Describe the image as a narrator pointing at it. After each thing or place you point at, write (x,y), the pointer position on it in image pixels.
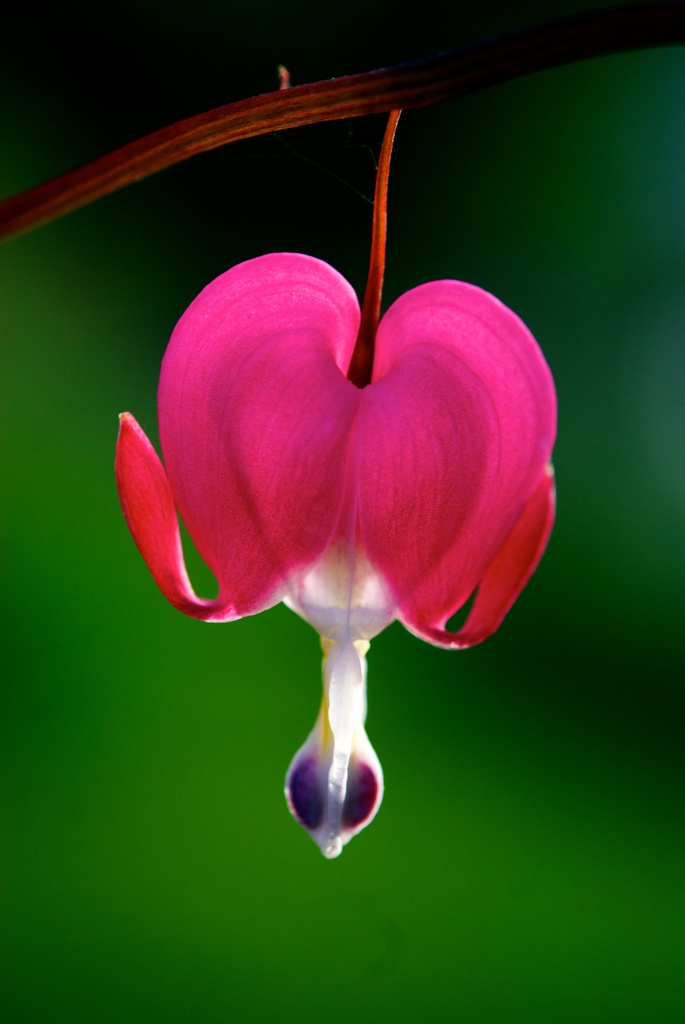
In this picture we can see a flower (269,365) to the branch (334,117). Behind the flower (248,518) there is the blurred background (573,161).
